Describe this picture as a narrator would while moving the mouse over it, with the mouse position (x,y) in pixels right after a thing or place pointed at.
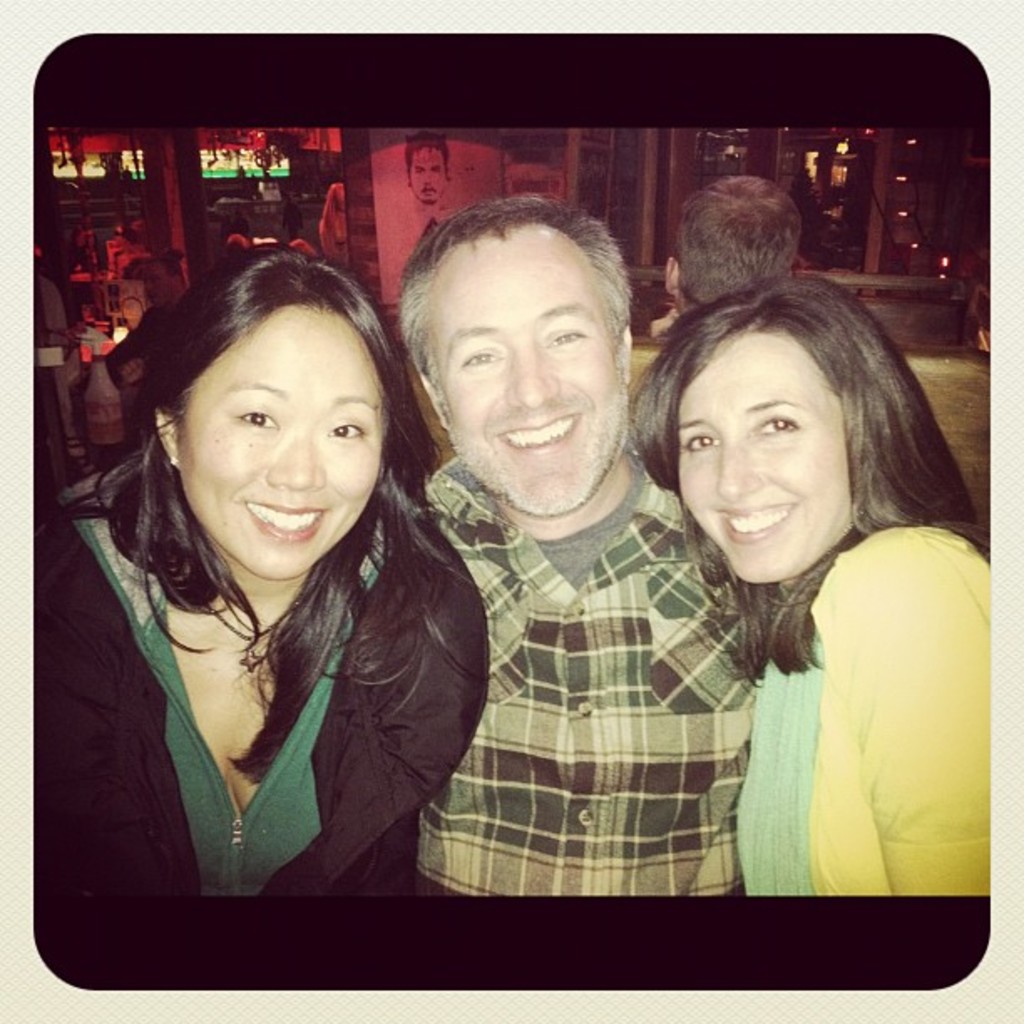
In this image, we can see three people (390,575) are watching and smiling. Background (96,316) we can see few people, wall (397,247), some objects (430,198), lights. The borders of the image, we can see white color. At the top (480,103) and bottom of the image (422,898), we can see black color.
